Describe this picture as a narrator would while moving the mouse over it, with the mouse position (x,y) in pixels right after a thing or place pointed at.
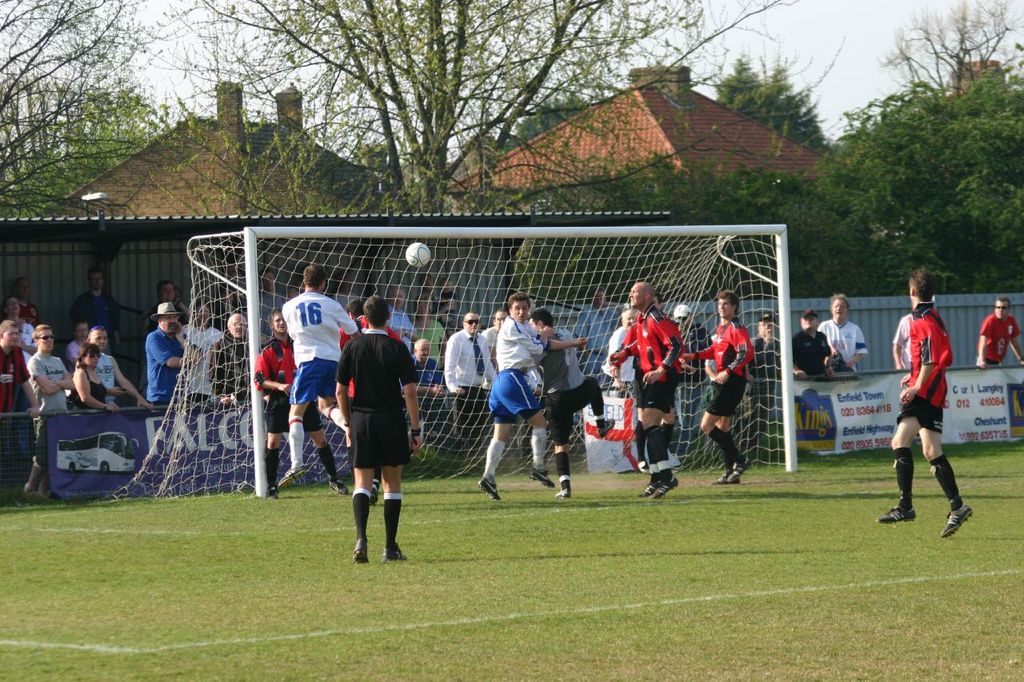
In this image we can see players (930,380) are playing football in the ground (581,569). Behind goal net (338,284) is there and people (169,353) are standing and watching the game. Background of the image (233,150) trees (417,86) and houses (272,148) are present.
